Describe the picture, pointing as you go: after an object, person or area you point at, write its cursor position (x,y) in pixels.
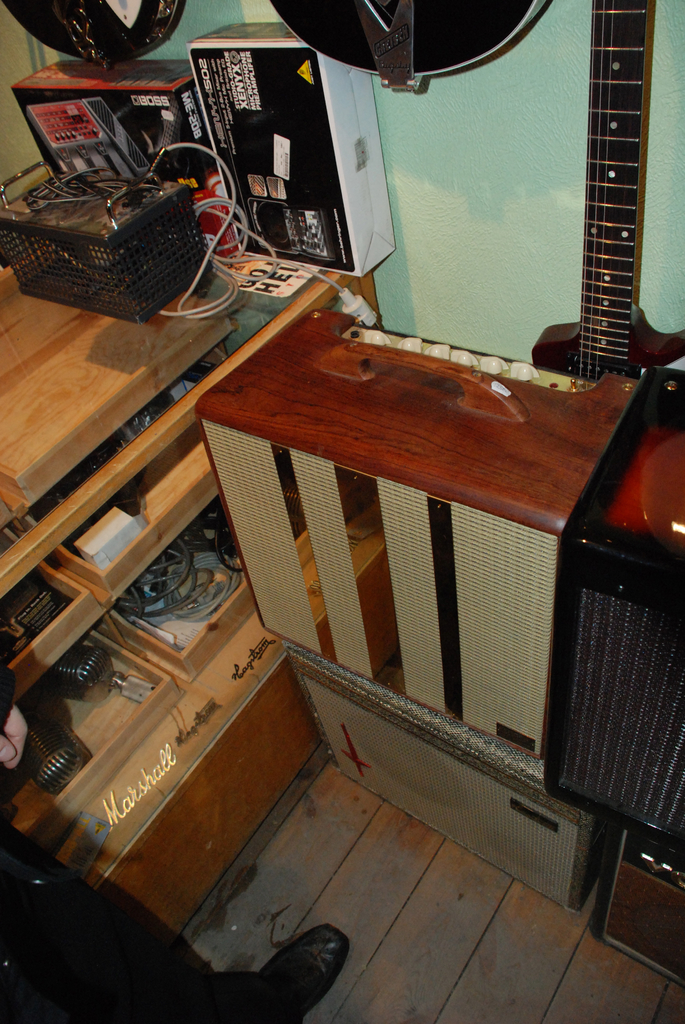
this picture shows a table (216,323) and a guitar (281,7) on the wall (666,187) and we see a person (91,902).
